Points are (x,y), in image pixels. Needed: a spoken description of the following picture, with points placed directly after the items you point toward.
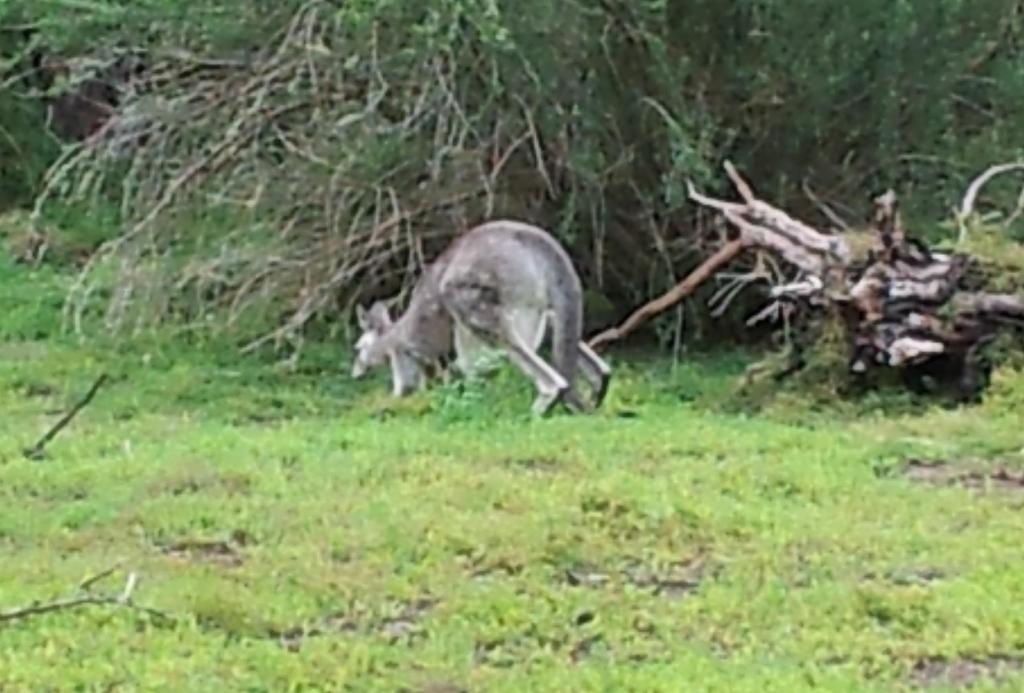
In this image I can see the ground (515,550), some grass (515,550) on the ground (568,554) and an animal (517,299) which is grey and cream in color. In the background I can see few trees (572,106).
